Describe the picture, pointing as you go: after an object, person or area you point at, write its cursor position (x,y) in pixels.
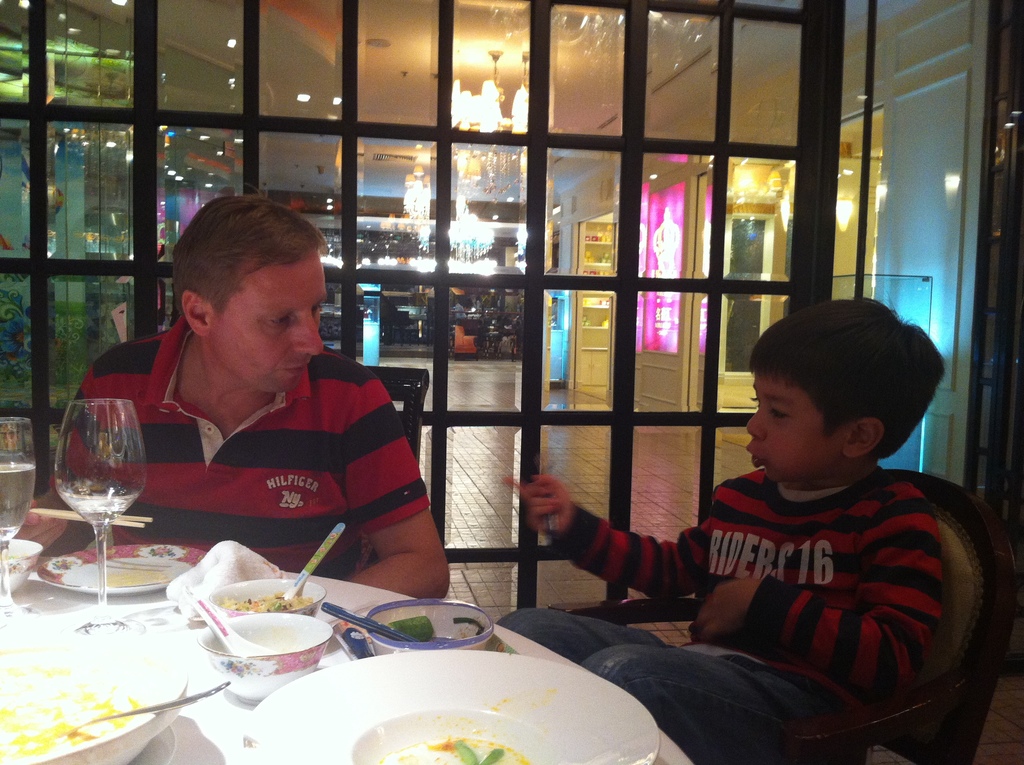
These two persons (581,541) are sitting on the chair (965,764). We can see table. On the table (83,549) we can see glass (94,506), plate (173,557), bowl (276,640), food (4,716), spoon (228,633). On the background (366,262) we can see glass window (470,219). From this glass window (478,243) we can see chandelier (421,222), floor (476,383), wall (573,186), lights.
